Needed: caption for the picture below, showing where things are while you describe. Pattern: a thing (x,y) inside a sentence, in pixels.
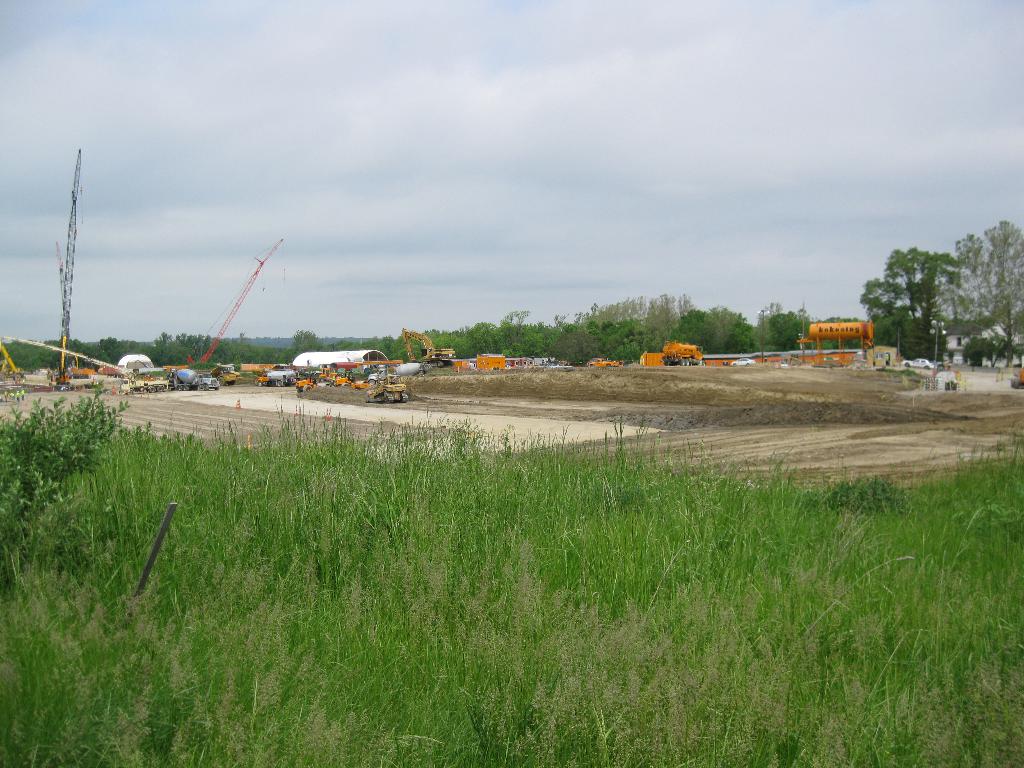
In this image at the bottom (658,599) there is grass (380,536) and some plants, and there is one rod (170,523). And in the background (170,377) there are some vehicles (116,364), sand (907,391), and some towers (78,161), trees (928,332) and some objects (326,351). At the top of the image (333,177) there is sky (604,153).
